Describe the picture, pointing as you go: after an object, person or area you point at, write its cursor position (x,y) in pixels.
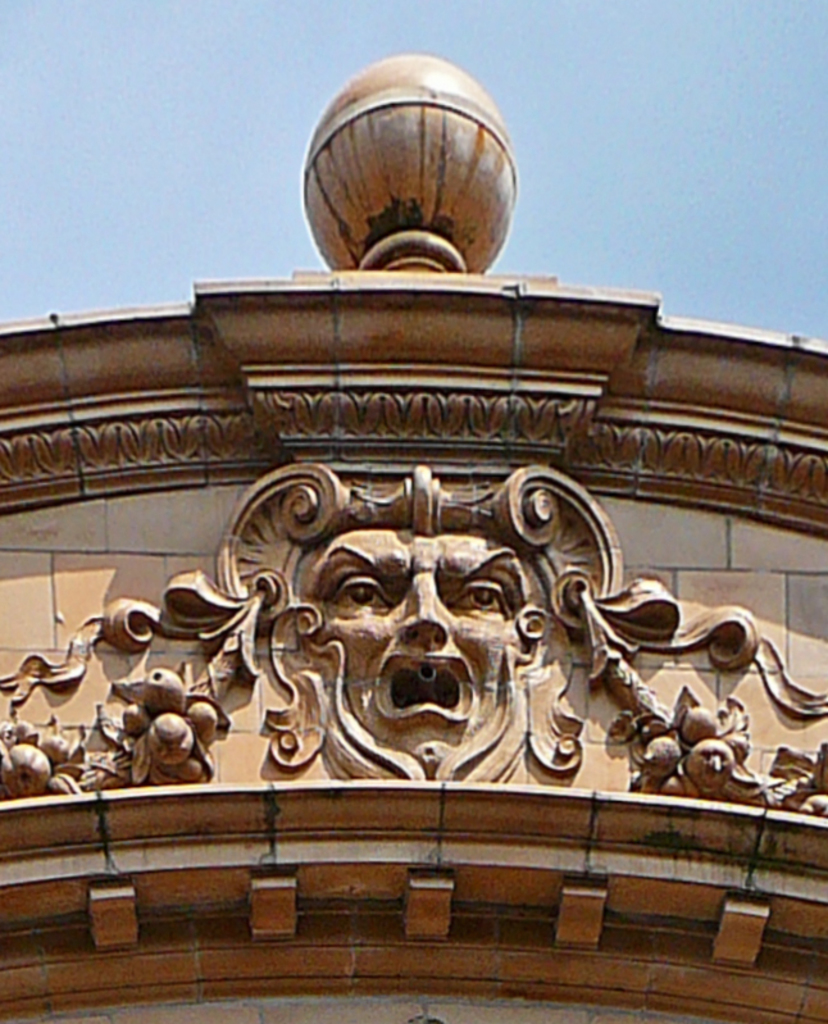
In this picture we can see a building (339,275). On this building (434,511), we can see a carving (287,650). Sky (749,103) is blue in color.
